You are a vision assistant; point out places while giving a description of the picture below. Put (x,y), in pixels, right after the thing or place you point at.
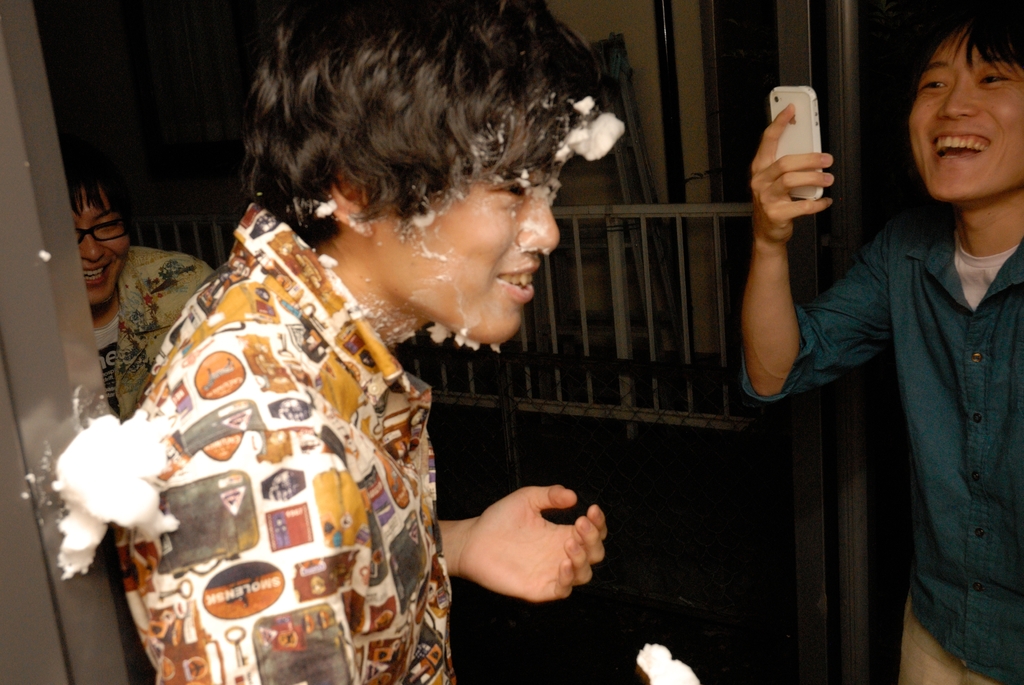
In this picture we can observe three men (917,137). All of them were smiling. On the left side (88,263) there is a man (118,275) wearing spectacles (96,237). We can observe a railing (577,247). On the right side (944,221) there is a man (942,538) taking photograph with a mobile (796,136) in his hand (770,226).
